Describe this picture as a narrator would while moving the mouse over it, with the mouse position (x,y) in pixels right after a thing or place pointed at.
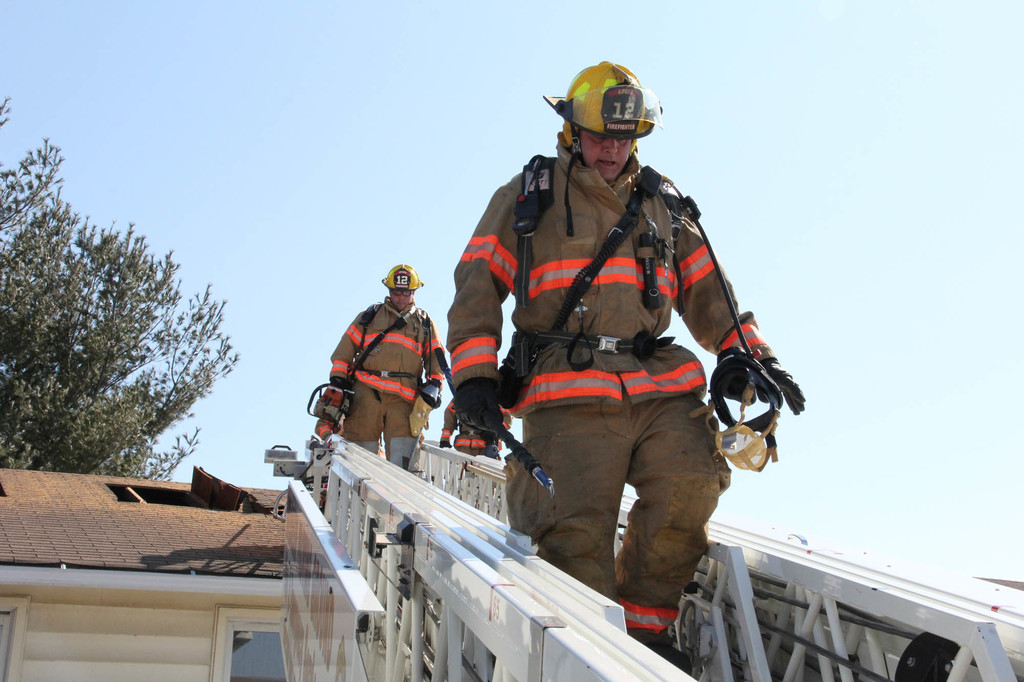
In this image we can see these people (639,295) wearing uniforms (625,406) and helmets (562,142) are walking on the ladder (391,618). Here we can see wooden house (278,580), tree (48,308) and the sky (221,193) in the background (433,237).
